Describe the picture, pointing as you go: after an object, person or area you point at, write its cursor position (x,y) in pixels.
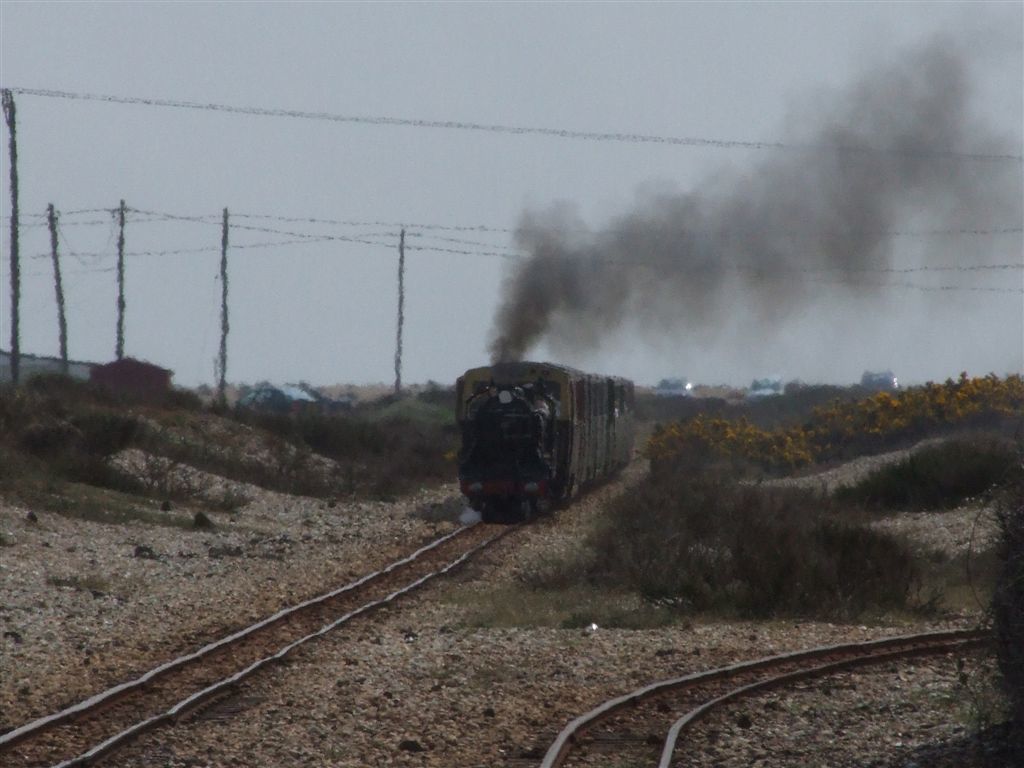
In the middle of the picture (536,457), we see the train (536,443) in black color is moving on the railway tracks (323,628). We see the smoke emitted from the train (497,505). At the bottom of the picture (478,697), we see the tracks (612,701) and the stones (571,686). Beside that, we see the grass (142,502) and the shrubs (680,551). There are trees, electric poles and wires (239,245) in the background (399,312). At the top (318,228), we see the sky (677,361).
